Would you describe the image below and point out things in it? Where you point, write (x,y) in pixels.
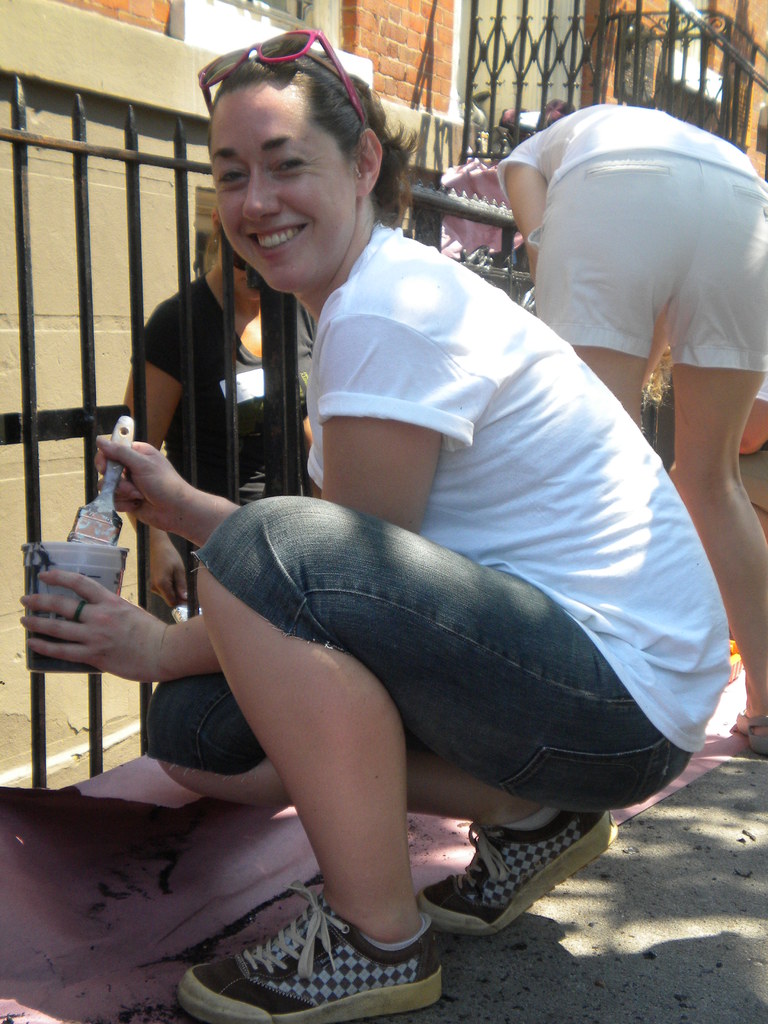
In this image I see few persons (286,116) and I see a woman (351,396) over here who is smiling and I see that she is wearing white t-shirt (336,383) and shorts (392,614) and I see that she is holding a paint brush (106,488) in one hand (144,475) and other thing (97,549) in other hand (90,592) and I see the path (616,873) and I see the fencing (85,262) and in the background (105,53) I see the wall (162,197).
